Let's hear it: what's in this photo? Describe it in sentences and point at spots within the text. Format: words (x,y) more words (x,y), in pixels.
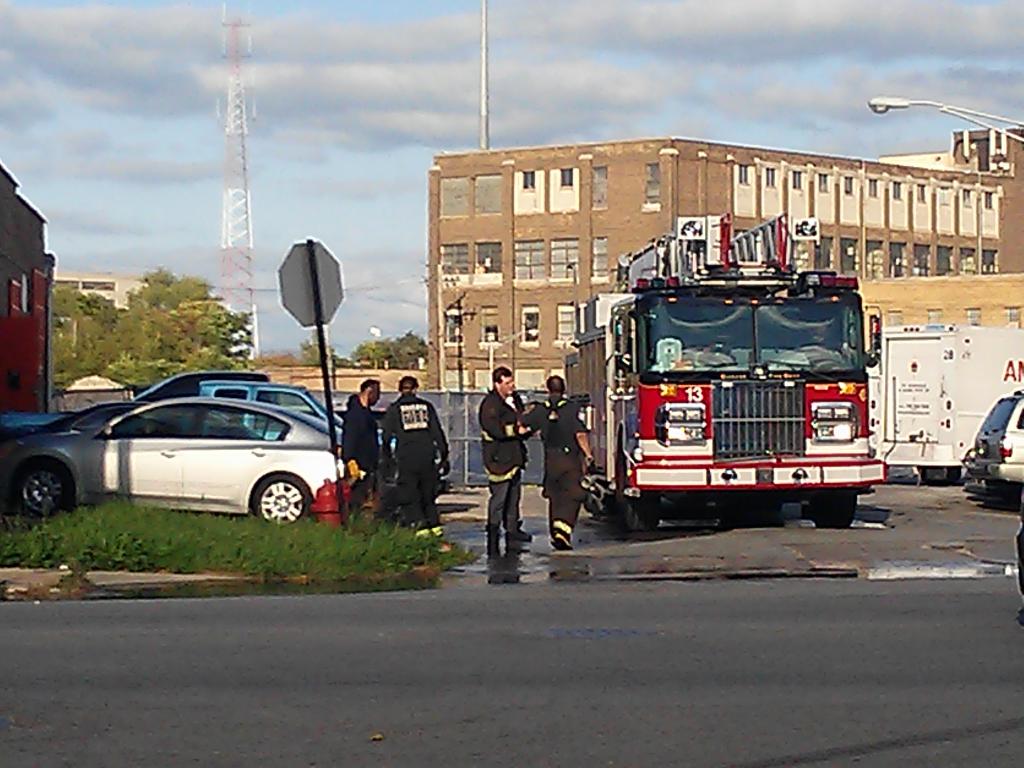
This image is taken outdoors. At the top of the image (134,123) there is the sky (297,178) with clouds (367,82). At the bottom of the image (405,699) there is a road (291,707). In the background (119,330) there are a few trees (163,354). There is a signal tower (226,286) and there is a building (125,304). On the left side of the image (24,253) there is a building (15,379) and a few cars (172,416) are parked on the ground (106,535). There is a ground (119,539) with grass (192,538) on it and there is a signboard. On the right side of the image (987,231) there are a few buildings (867,252). There is a pole (485,133) and there is a street light (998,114). A few vehicles (932,429) are parked on the road (959,576). In the middle of the image (526,435) a few are standing on the ground (537,532) and a man (592,466) is walking on the road (583,521).
